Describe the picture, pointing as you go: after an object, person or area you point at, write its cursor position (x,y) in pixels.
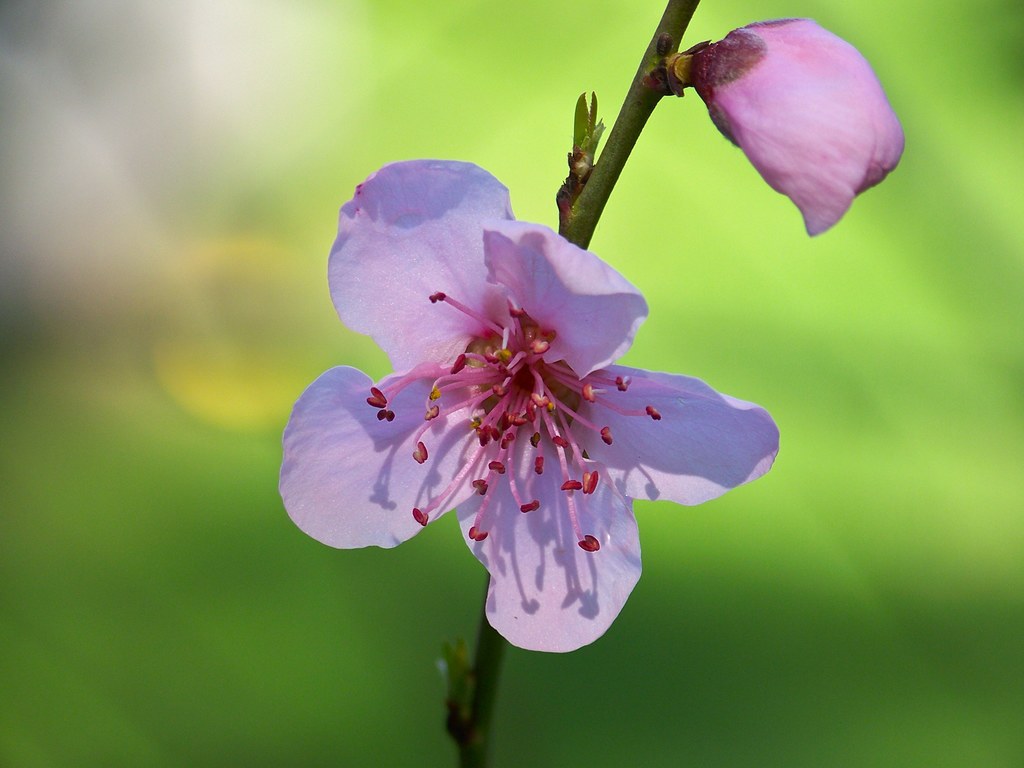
In this image we can see two flowers (783,63) in pink color on the stem (633,141) of a plant (532,524).
